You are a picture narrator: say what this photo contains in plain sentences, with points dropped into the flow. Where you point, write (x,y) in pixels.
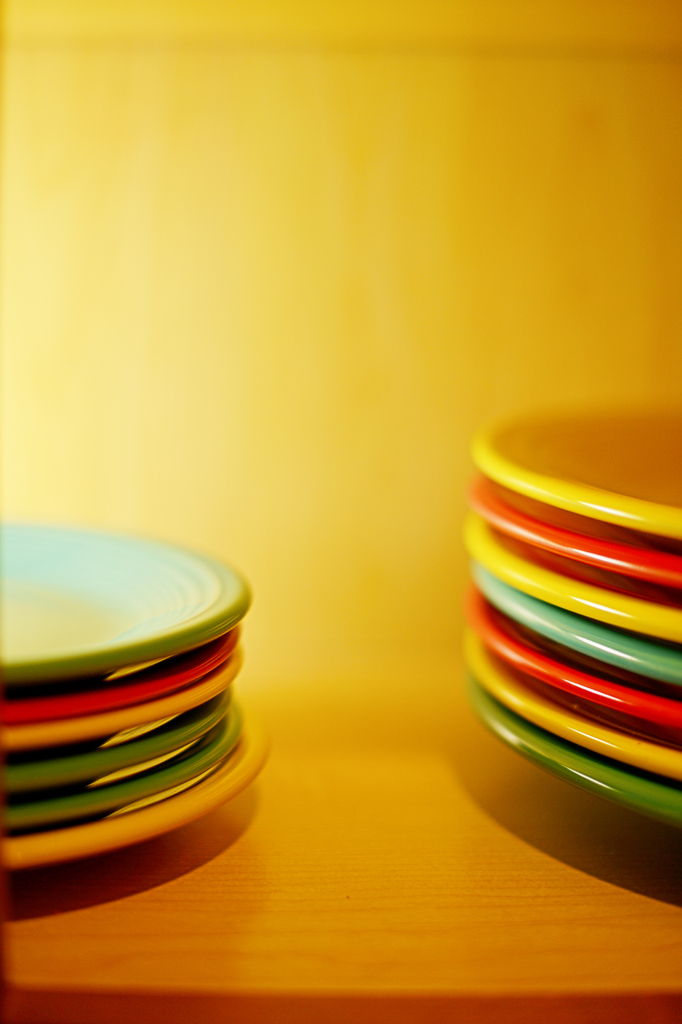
In this image we can see some plates (194,698) on the wooden surface (363,789). And we can see the wall (347,392).
